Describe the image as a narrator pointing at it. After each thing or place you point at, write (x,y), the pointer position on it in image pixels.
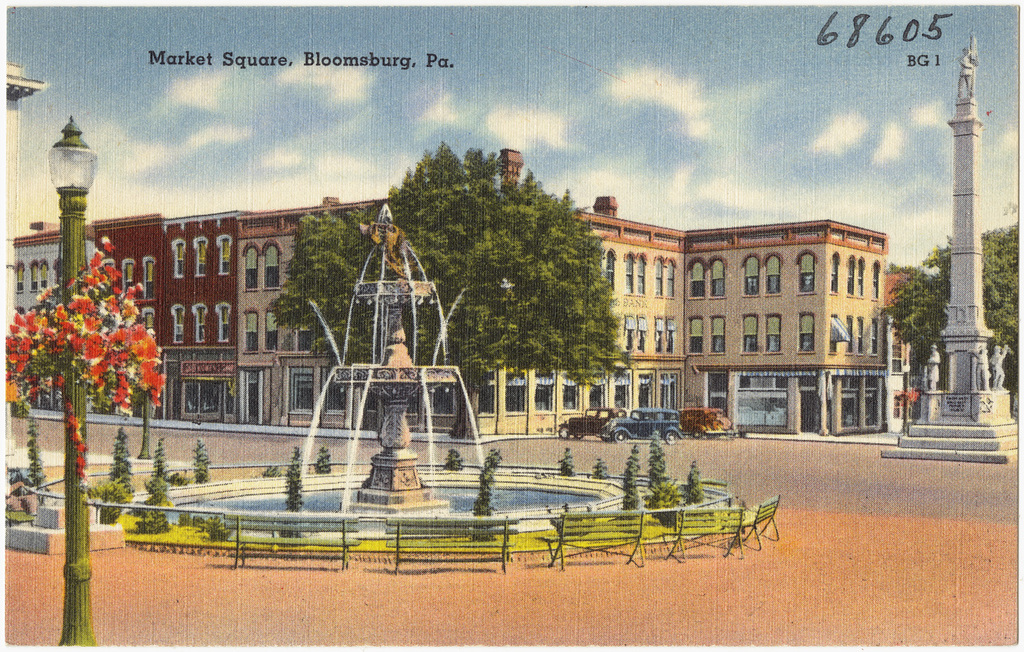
In the image there is a painting (196,209) of building (251,331) in the back (630,280) with trees (598,326) and cars (728,419) in front of it, there is a statue (973,277) on the right side (951,419) and water fall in the middle (382,401) and above its sky (325,122) with clouds (224,123).
